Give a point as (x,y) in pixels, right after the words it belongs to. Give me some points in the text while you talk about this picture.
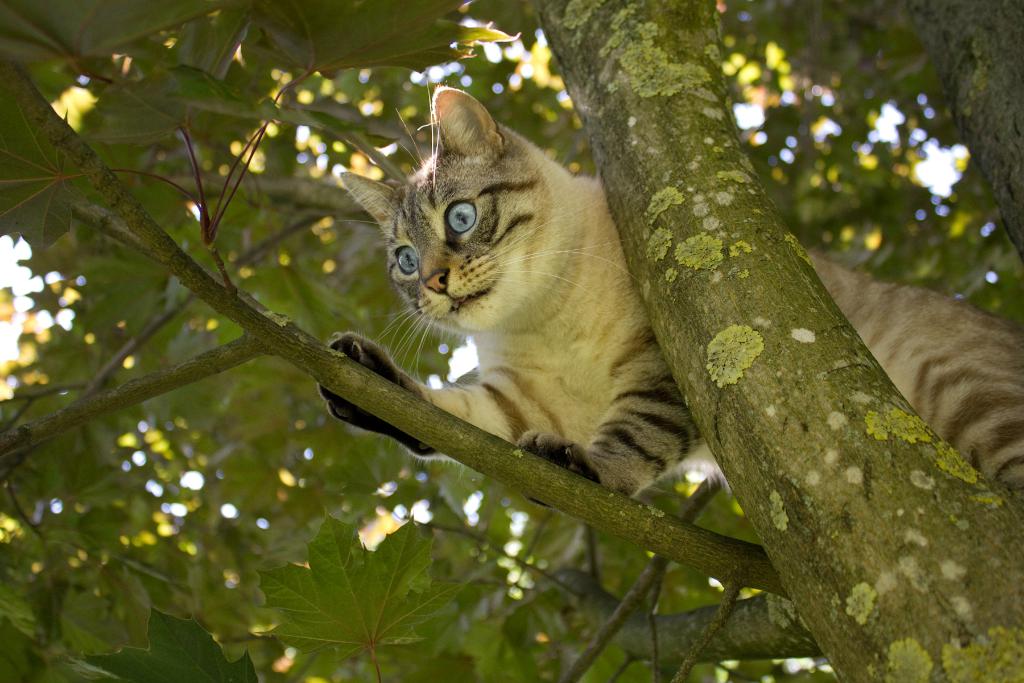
In this image, we can see a cat (995,418) is on the trees stem (383,397). Here we can see tree trunk (951,641). Background (994,81) we can see leaves (346,126) and stems (974,94).
